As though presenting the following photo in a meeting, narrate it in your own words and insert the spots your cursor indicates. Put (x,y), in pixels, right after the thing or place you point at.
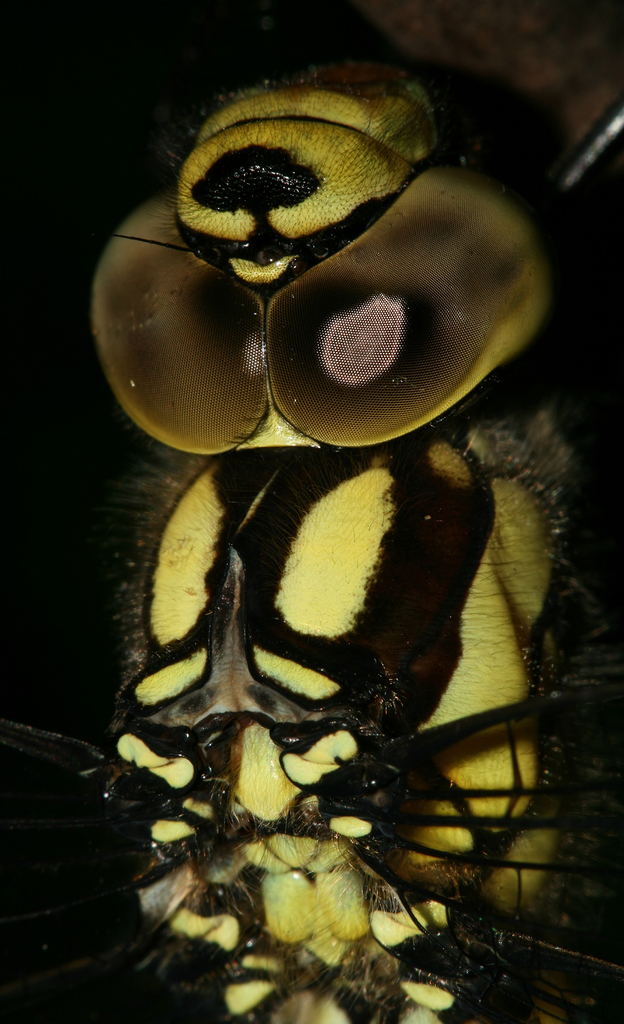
In this picture we can see an insect (281,608) and in the background (139,143) it is dark.
